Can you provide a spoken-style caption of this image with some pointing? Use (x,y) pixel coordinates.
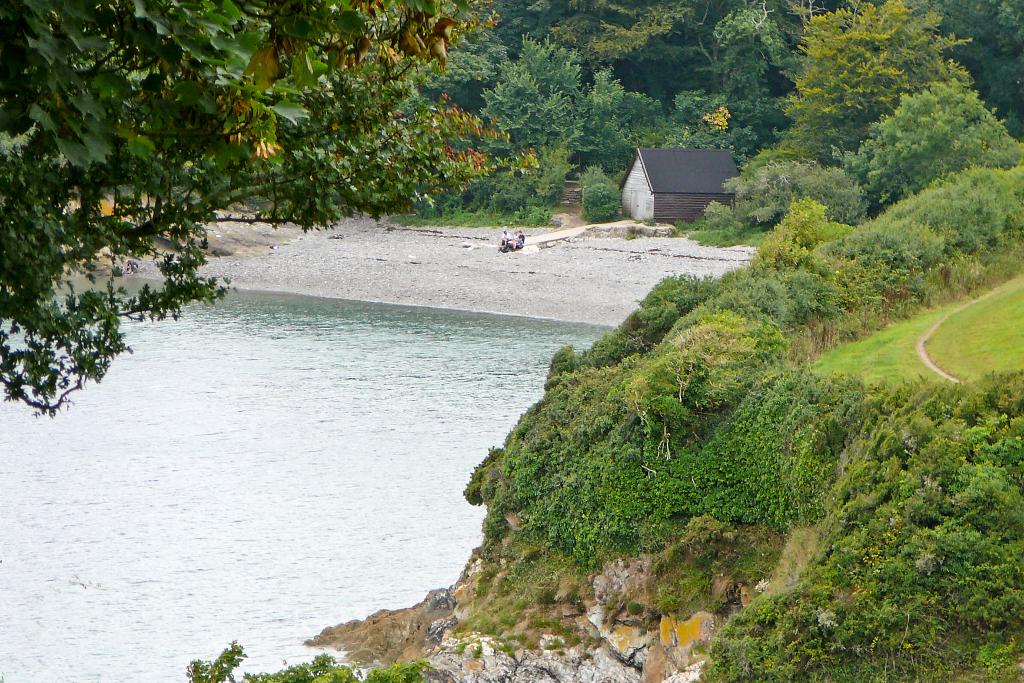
In this picture there is water (252,478) on the left side of the image (200,449) and there is greenery (906,272) around the area of the image, there is a shed (702,185) at the top side of the image (633,194).
